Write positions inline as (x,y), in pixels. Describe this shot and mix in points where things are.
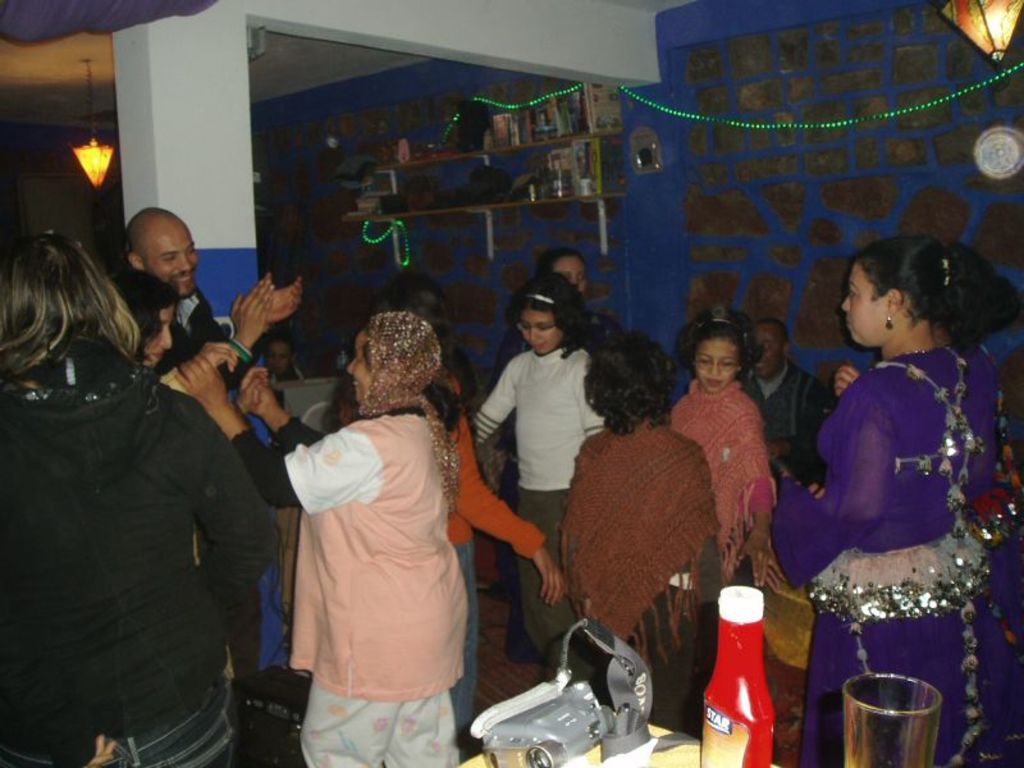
Here we can see people (121,319) and we can see bottle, glass (871,720) and objects (621,711) on table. Background (790,212) we can see wall (443,124) and lights (109,153).
